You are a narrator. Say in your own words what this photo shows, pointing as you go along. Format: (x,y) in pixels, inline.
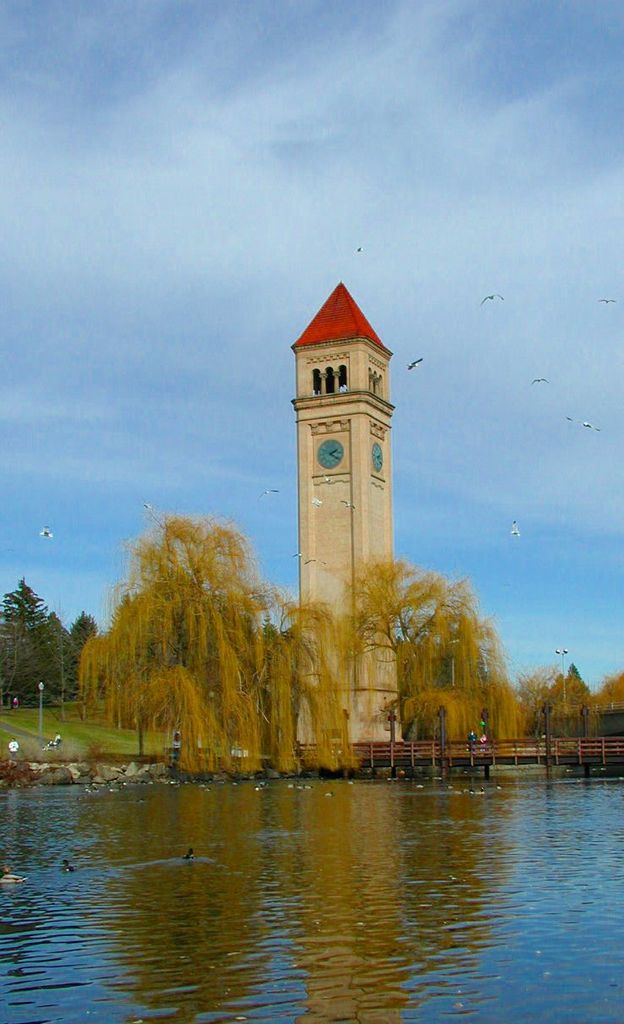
There are birds (6,881) swimming in the water (594,872). In the background (608,720), there is a bridge (367,743) on the water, there are trees (457,726) and grass (107,743) on the ground (52,723), there is a tower (333,420) on which there are clocks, there are birds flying in the air (231,452) and there are clouds (365,112) in the blue sky (437,109).
